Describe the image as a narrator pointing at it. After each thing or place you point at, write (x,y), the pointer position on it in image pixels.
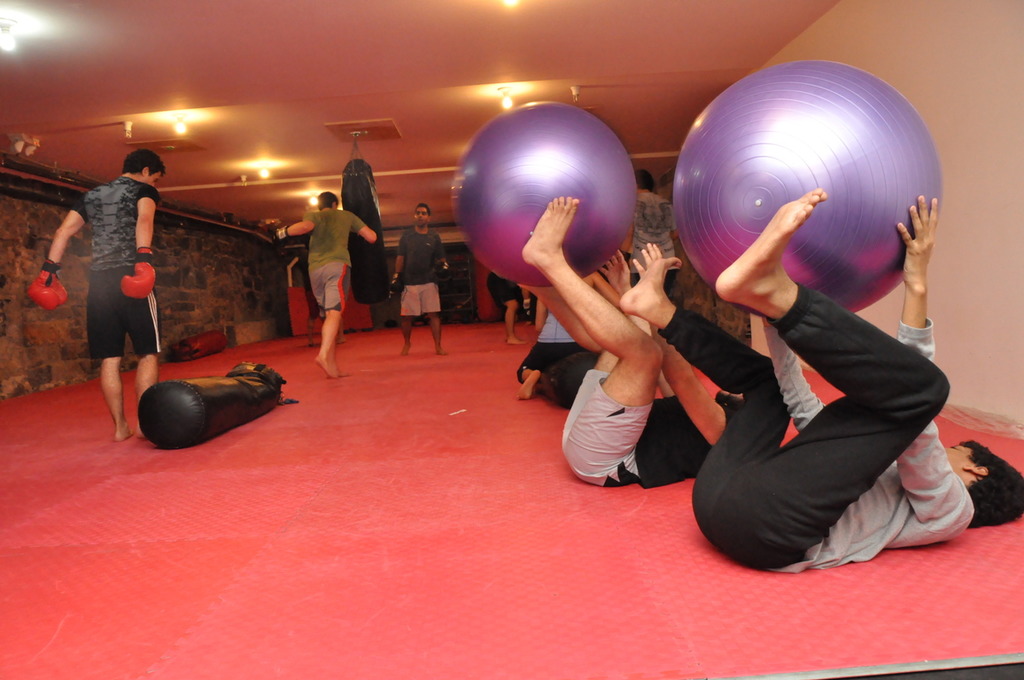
In the foreground of this image (693,438), on the right (801,476), there are persons (813,490) holding balloons (779,180) with hands (924,201) and leg (538,266). On the left (129,329), there is a man (129,329) wearing gloves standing beside a punching bag (223,395). In the background (334,231), there are persons (352,215) punching to the bag (356,193) hanging to the ceiling (367,147). We can also see wall (225,245) and lights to the ceiling (528,99).
